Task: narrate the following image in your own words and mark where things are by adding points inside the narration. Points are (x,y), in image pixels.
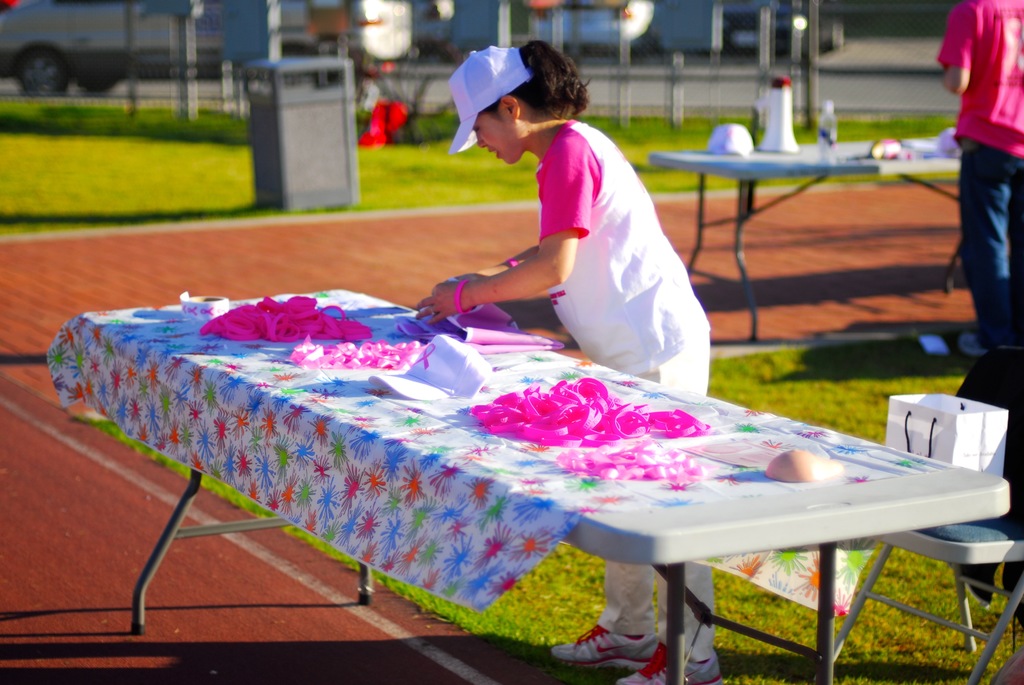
In this image, we can see a few people (989,278). We can see the ground (564,540) with some objects (351,188). We can see some grass (964,646). There are a few tables (898,517) with objects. We can see a chair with a paper bag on it. We can also see the fence (688,75). We can see a few vehicles (395,42).
